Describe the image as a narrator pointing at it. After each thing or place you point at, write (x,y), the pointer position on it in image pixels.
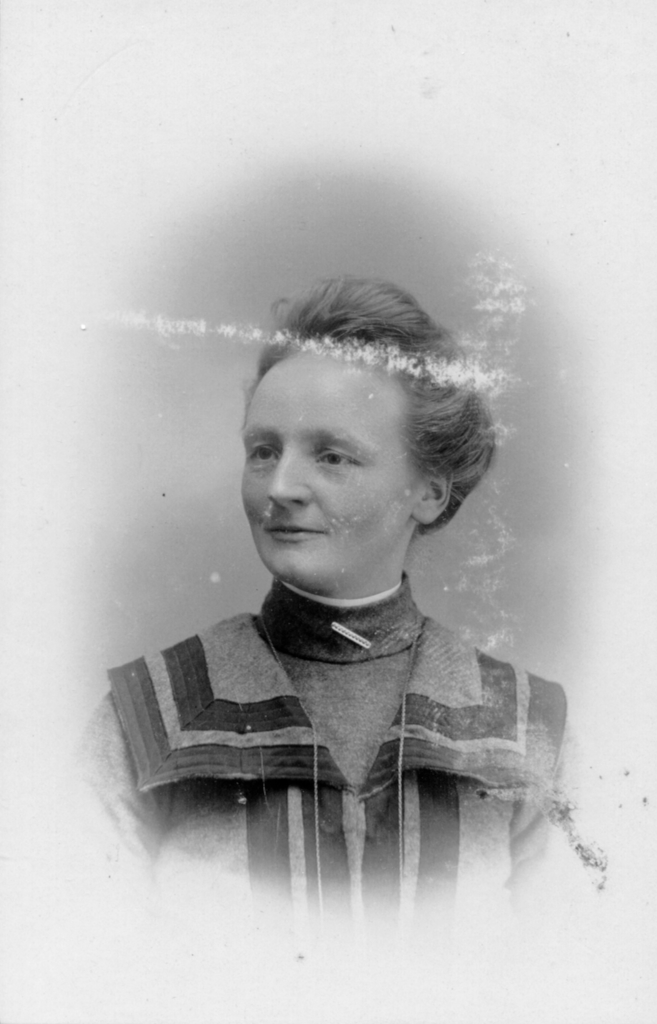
There is an image. In which, there is a person (313,453) in a shirt (407,814). The background of this image (536,578) is gray in color. Outside this image, the background (454,15) is white in color.
